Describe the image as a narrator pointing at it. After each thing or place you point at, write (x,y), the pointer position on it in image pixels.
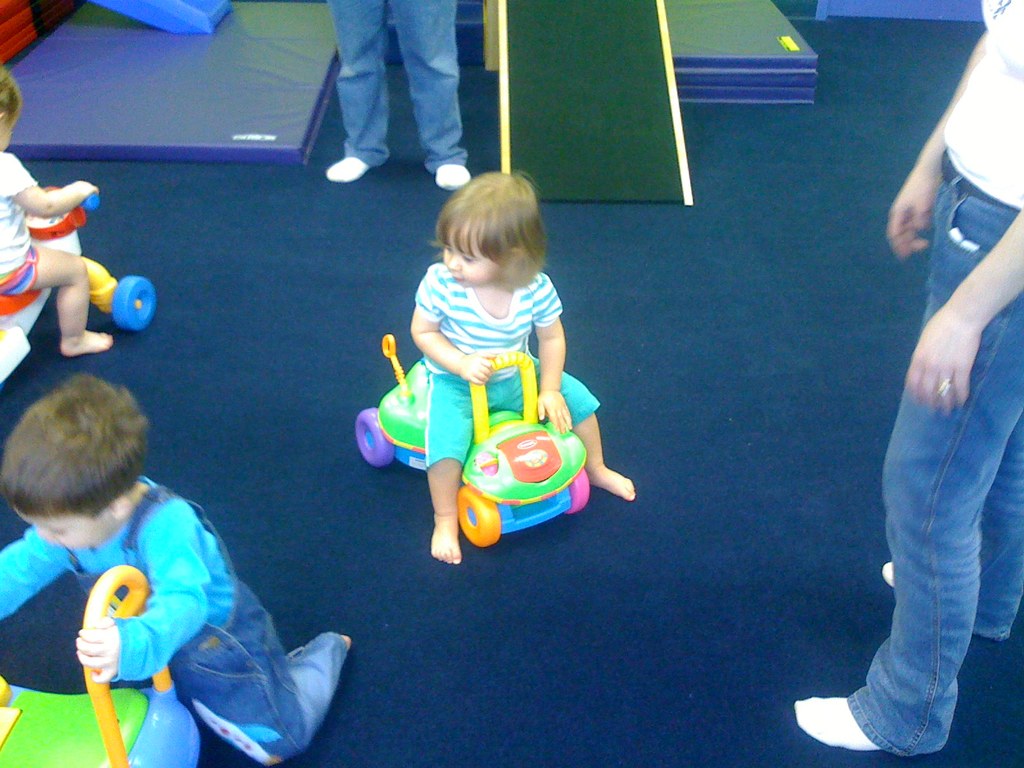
In this picture there are two kids (447,440) sitting on the toys (509,499) and there is a boy (91,414) holding the toy (139,711) and there are two people (970,560) standing. At the back (776,68) there are objects (791,72) on the floor (315,223).
